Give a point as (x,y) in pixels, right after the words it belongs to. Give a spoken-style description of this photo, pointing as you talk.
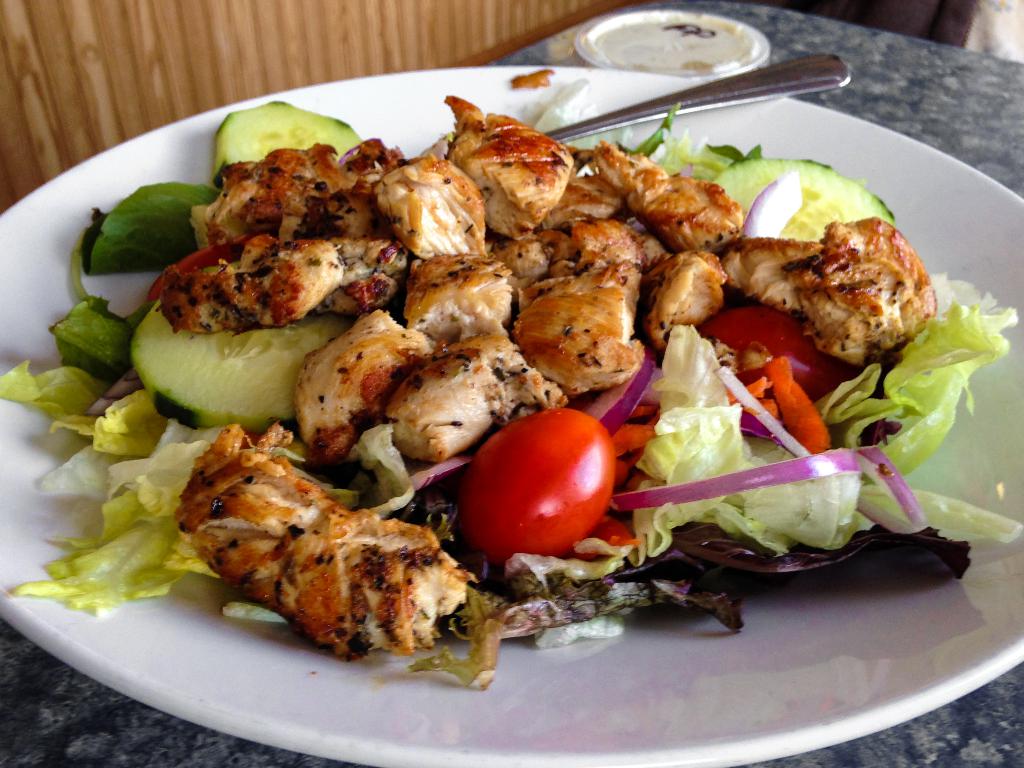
In this image I can see few food items (496,371) in the plate (822,614) and the food items (788,460) are in red, brown, cream and green color and I can also see the spoon (566,140) and the plate (874,130) is on the gray color surface (941,94).
